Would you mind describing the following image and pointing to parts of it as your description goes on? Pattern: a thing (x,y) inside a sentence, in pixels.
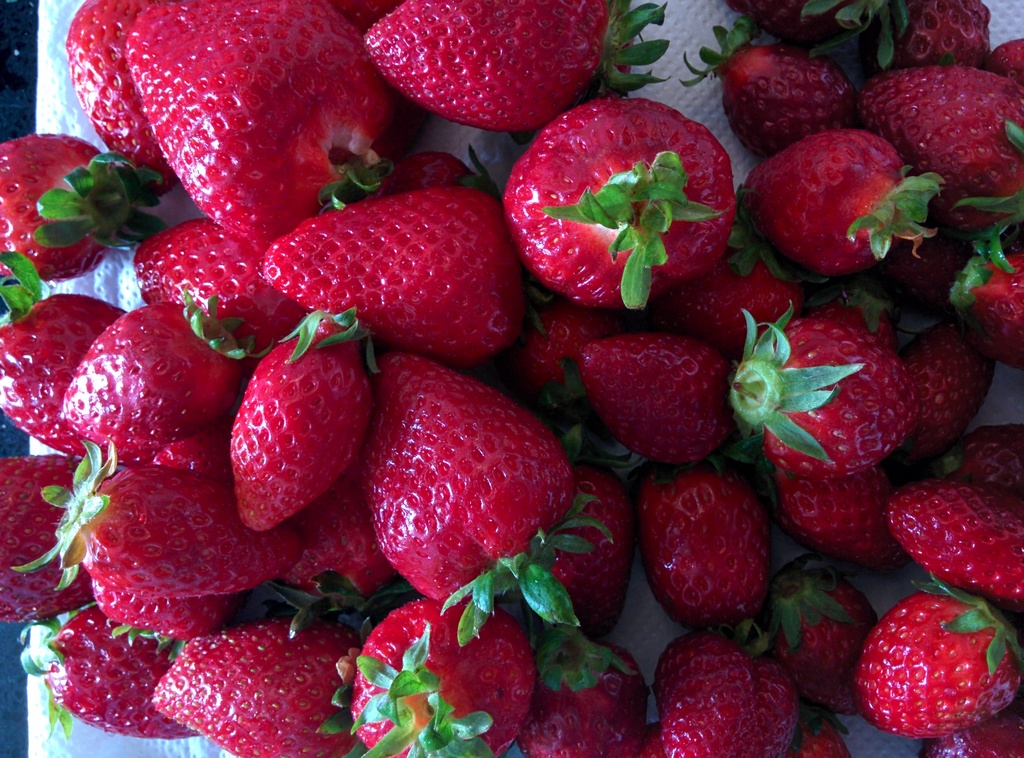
In this picture we can see there are strawberries (244,279) on a white object (129,756).
